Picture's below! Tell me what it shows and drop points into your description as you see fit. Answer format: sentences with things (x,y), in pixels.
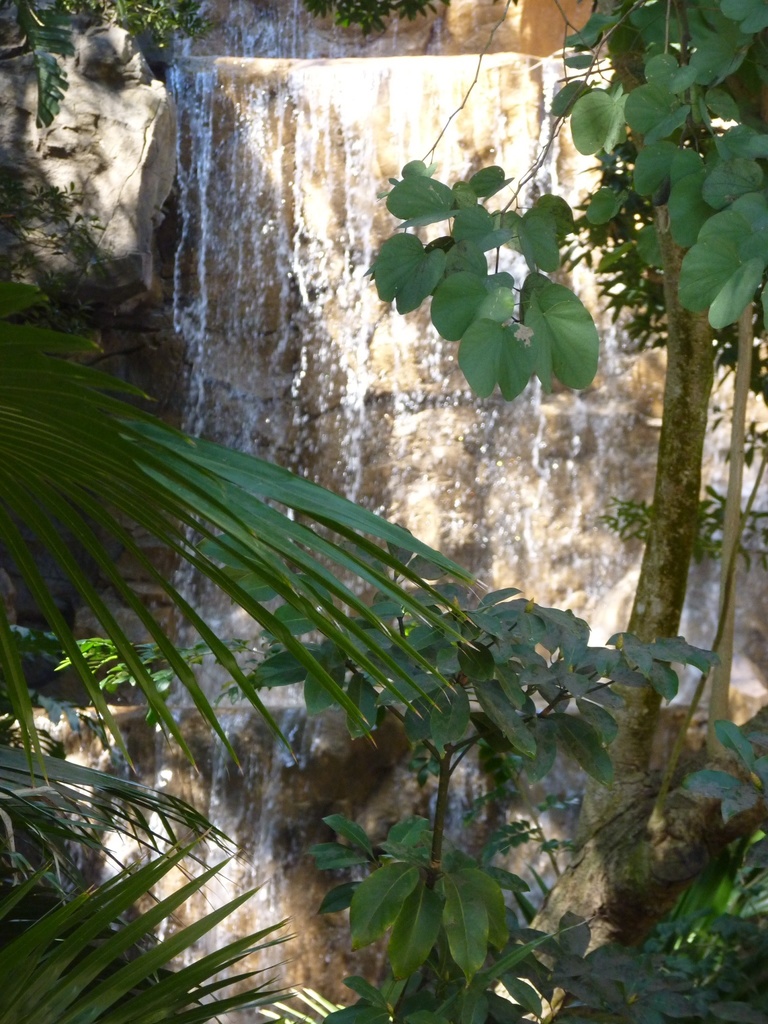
In this picture there is a wall (533,542) in the center of the image (419,504) and there are plants (760,220) on the right (760,261) and left side of the image (68,320).
